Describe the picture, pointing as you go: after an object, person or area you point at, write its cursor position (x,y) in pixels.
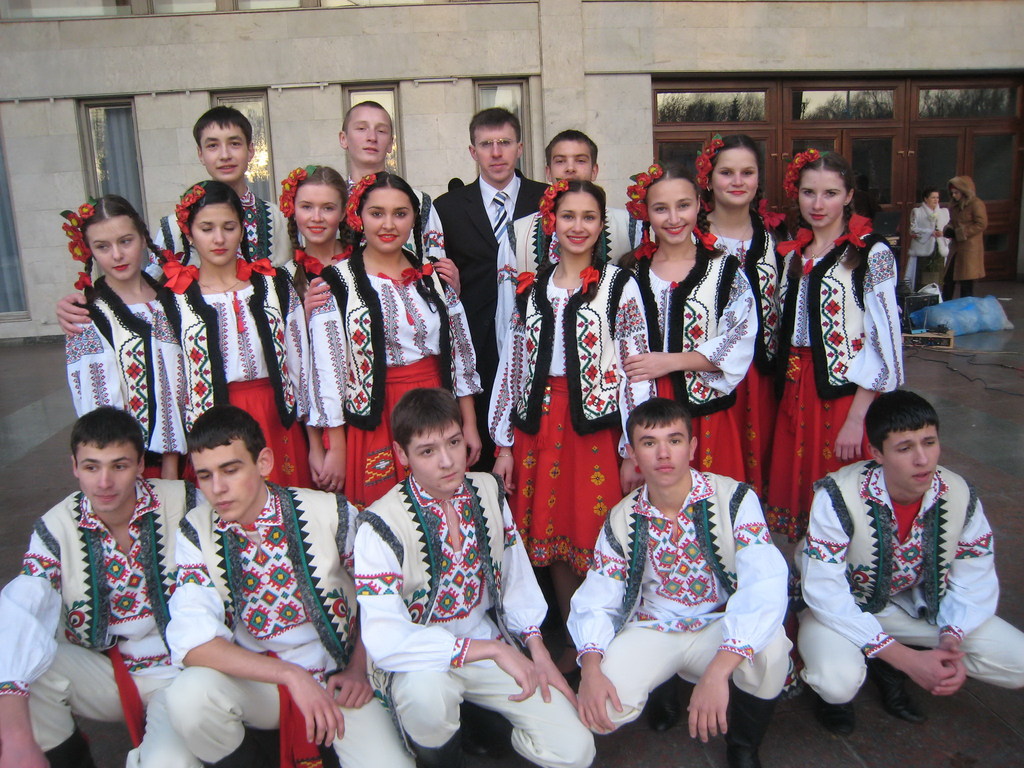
In the picture there are many people (298,245) standing and laughing, some are sitting in the squat position, behind them there is a building (278,79).
